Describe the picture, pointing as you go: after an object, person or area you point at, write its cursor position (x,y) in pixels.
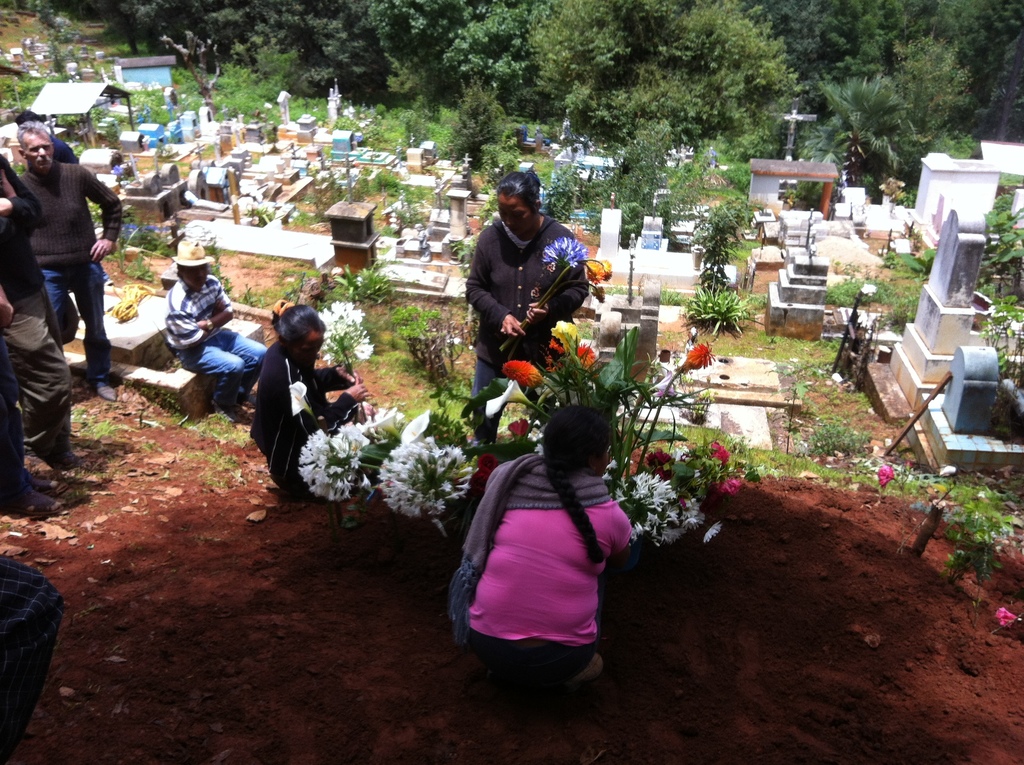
In this image, we can see people (1,253) sitting and standing in the graveyard (846,568). We can also see some plants (360,425) with flowers (360,425) on it. In the background (450,115), we can see some trees (581,67).
